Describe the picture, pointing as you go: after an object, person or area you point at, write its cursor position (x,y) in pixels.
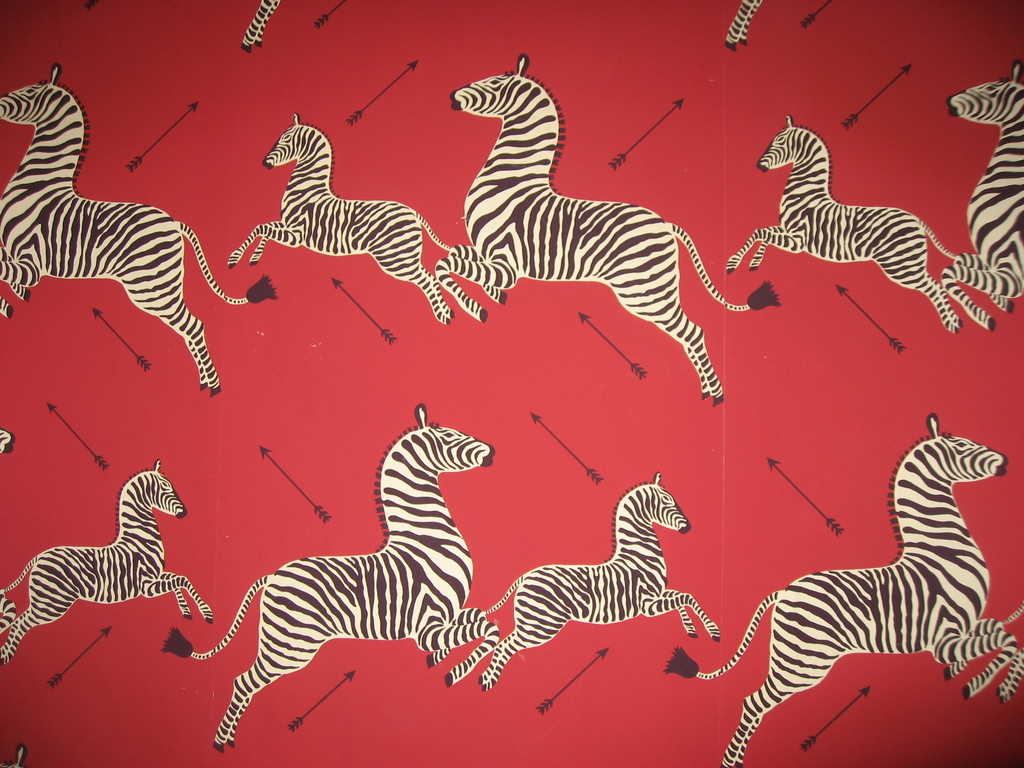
In this picture we can see zebras (571,270) and objects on the red surface (585,704).
